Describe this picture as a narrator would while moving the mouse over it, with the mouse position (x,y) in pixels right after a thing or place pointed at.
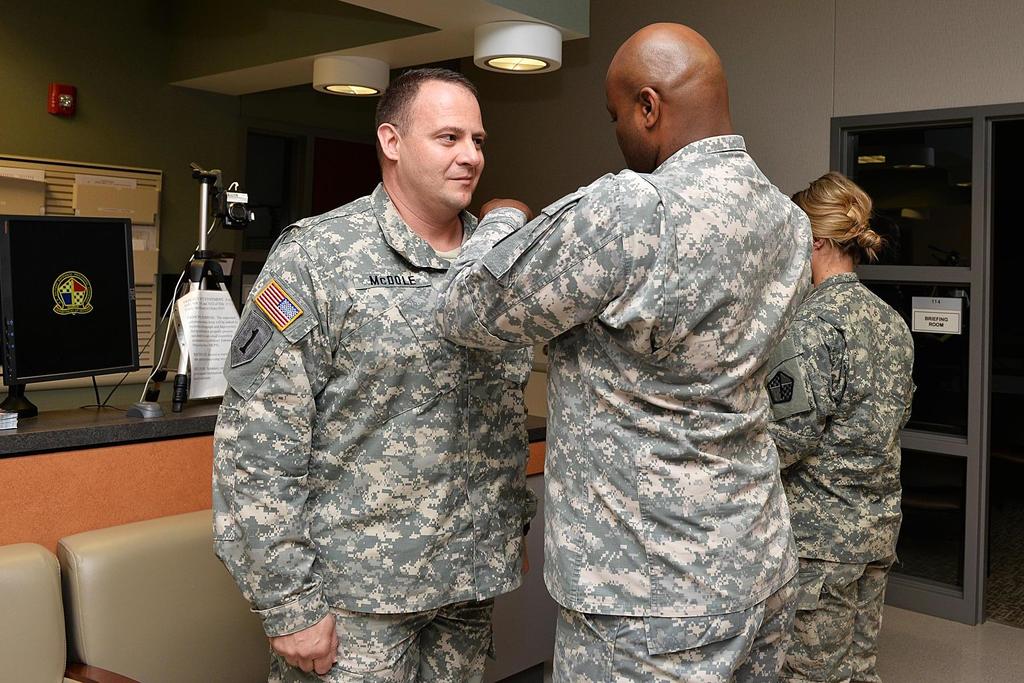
In this image we can see some group of persons (616,405) wearing army dress (647,303) standing there is couch (14,632) and in the background of the image (260,239) there are some objects (118,193), a wall (142,106) and on right side of the image (1023,250) there is glass door (951,457).
